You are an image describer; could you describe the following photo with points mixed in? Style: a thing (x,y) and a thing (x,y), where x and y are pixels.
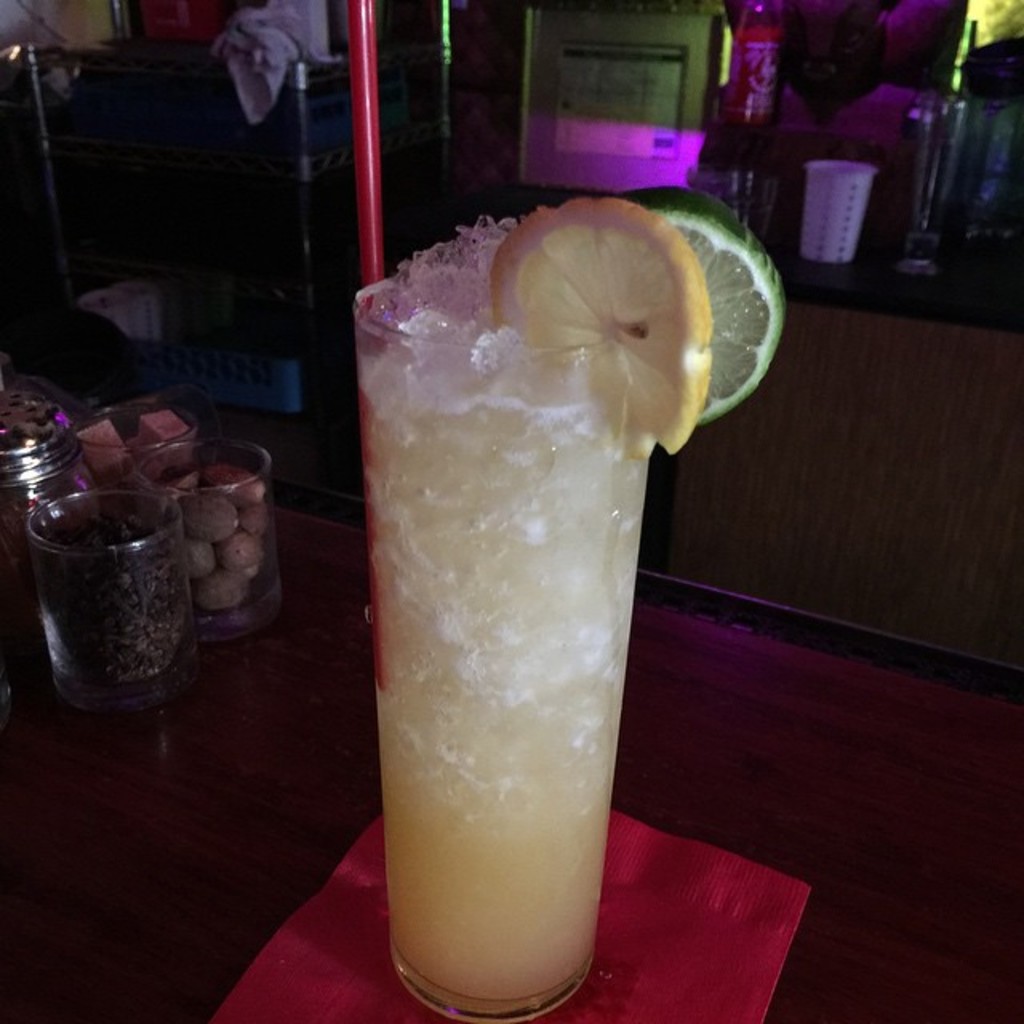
In this picture, we can see a table (737,794) and on the table (706,791) there is a glass (463,676) with liquid (446,441), straw (372,274) and lemon slices (591,312) and on the left side of the glass (466,653) there are some food items (110,622) in glasses (78,501). Behind the glass (459,438) there are some other objects (216,69).
